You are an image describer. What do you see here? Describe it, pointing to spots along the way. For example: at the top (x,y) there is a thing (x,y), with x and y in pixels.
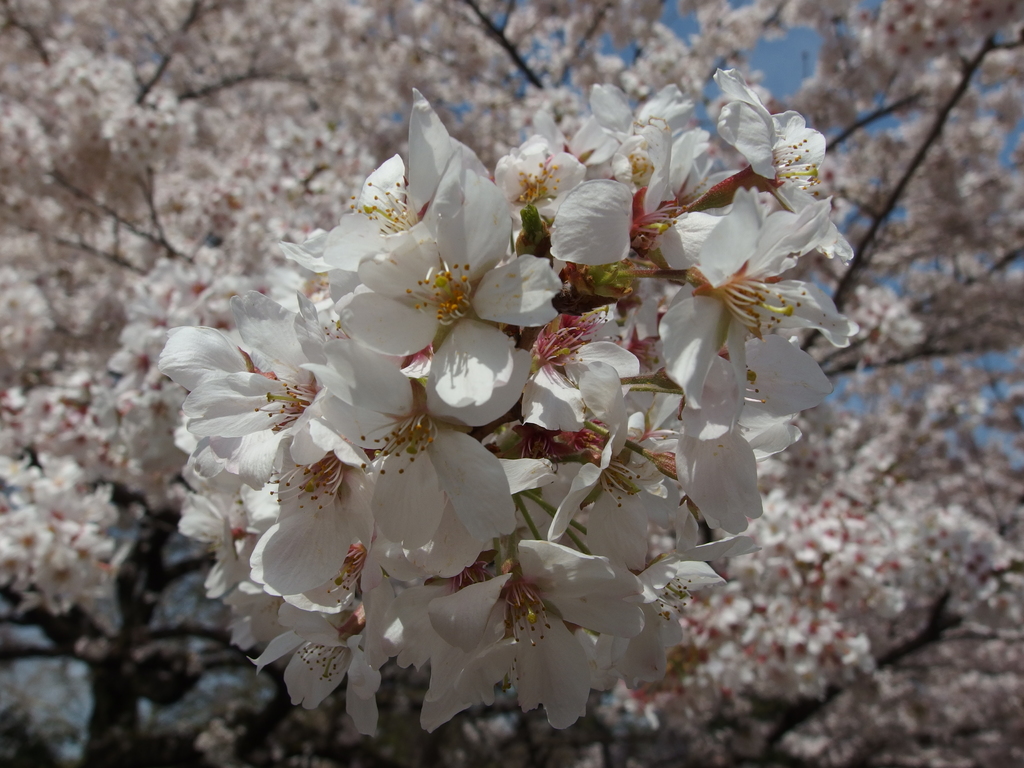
In this picture we can see white color flowers (594,329) and few trees (99,552).
